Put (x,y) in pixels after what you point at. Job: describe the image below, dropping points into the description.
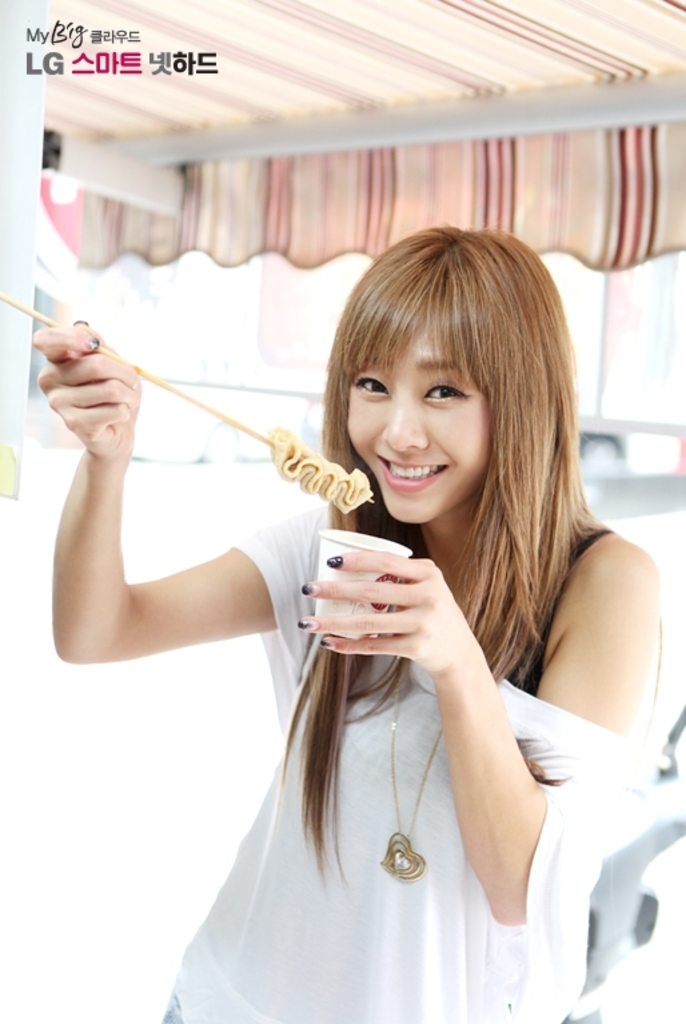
In this image I can see the person (315,881) standing and holding the glass (343,638) and the stick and the person (247,860) is wearing white color dress (230,905). Background (479,194) I can see the tent (290,157) in peach and white color.
